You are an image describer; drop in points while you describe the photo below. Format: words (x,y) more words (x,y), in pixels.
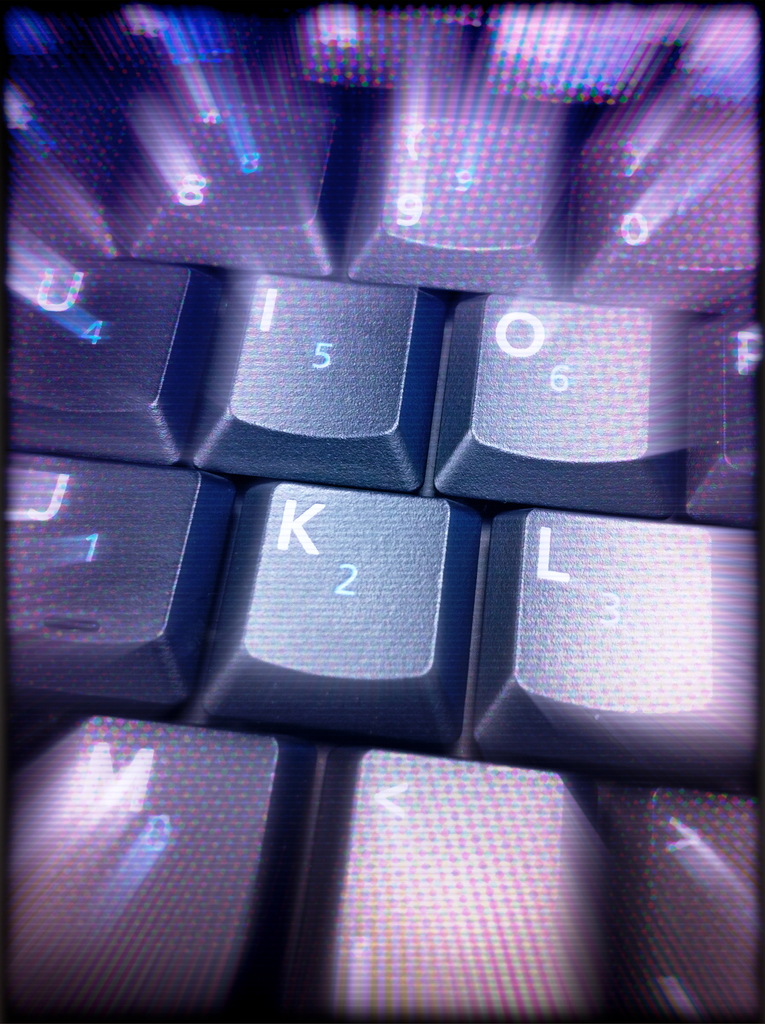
This is an edited image. In this image I can see the key buttons (310,585) with some letters (546,545) and numbers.
